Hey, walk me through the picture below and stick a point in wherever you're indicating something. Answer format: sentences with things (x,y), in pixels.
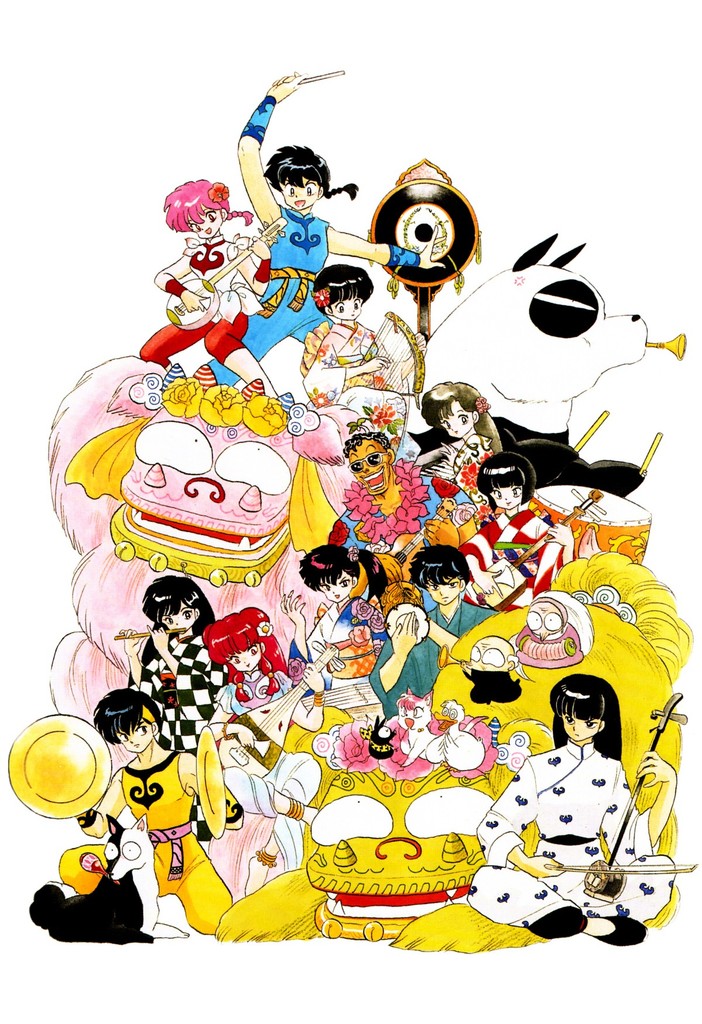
In this image we can see a picture of some cartoons (262,608).
